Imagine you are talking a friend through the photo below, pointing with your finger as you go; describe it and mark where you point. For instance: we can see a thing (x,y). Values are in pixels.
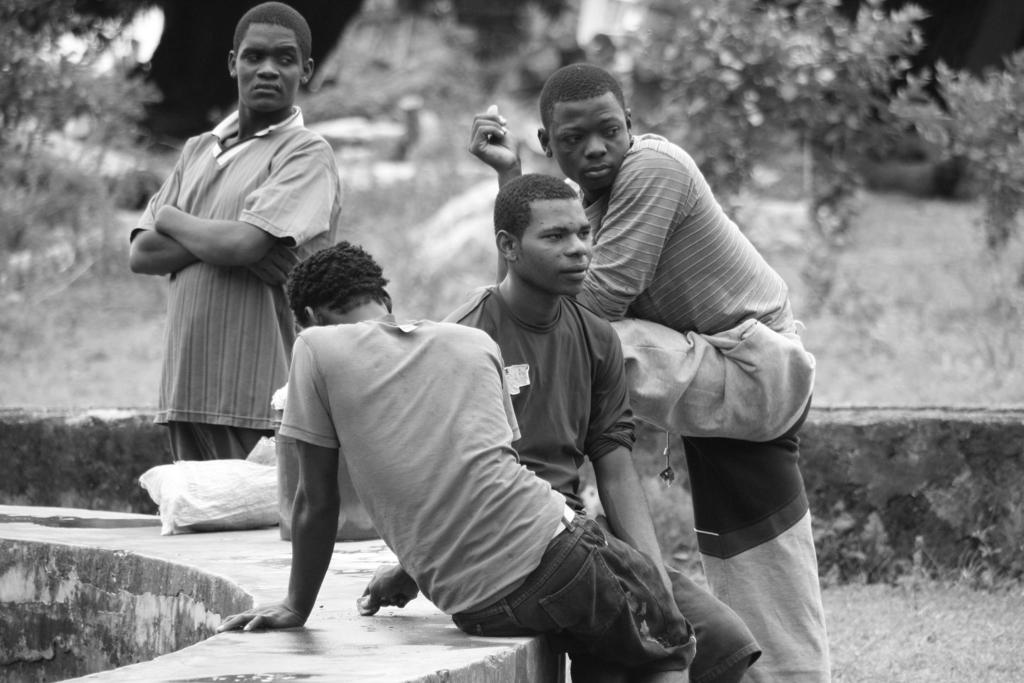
In this image I can see four people (504,230). In front (399,414) I can see a person (420,577) is sitting. Back I can see a trees (853,47) and bench (425,625) wall (890,435). The image is in black and white.
